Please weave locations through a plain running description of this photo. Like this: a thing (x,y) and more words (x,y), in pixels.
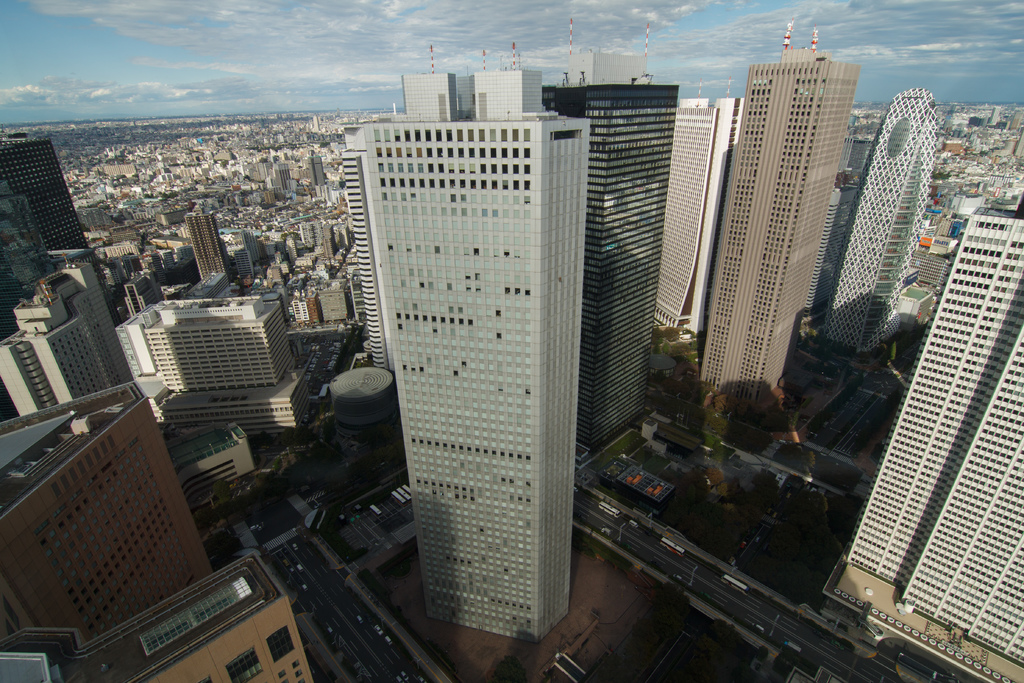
This image is taken from the top view. In this image we can see many buildings (528,285). We can also see the trees (801,544) and also the vehicles (298,565) on the road (308,556). Sky (294,77) is also visible with the clouds (536,42).
